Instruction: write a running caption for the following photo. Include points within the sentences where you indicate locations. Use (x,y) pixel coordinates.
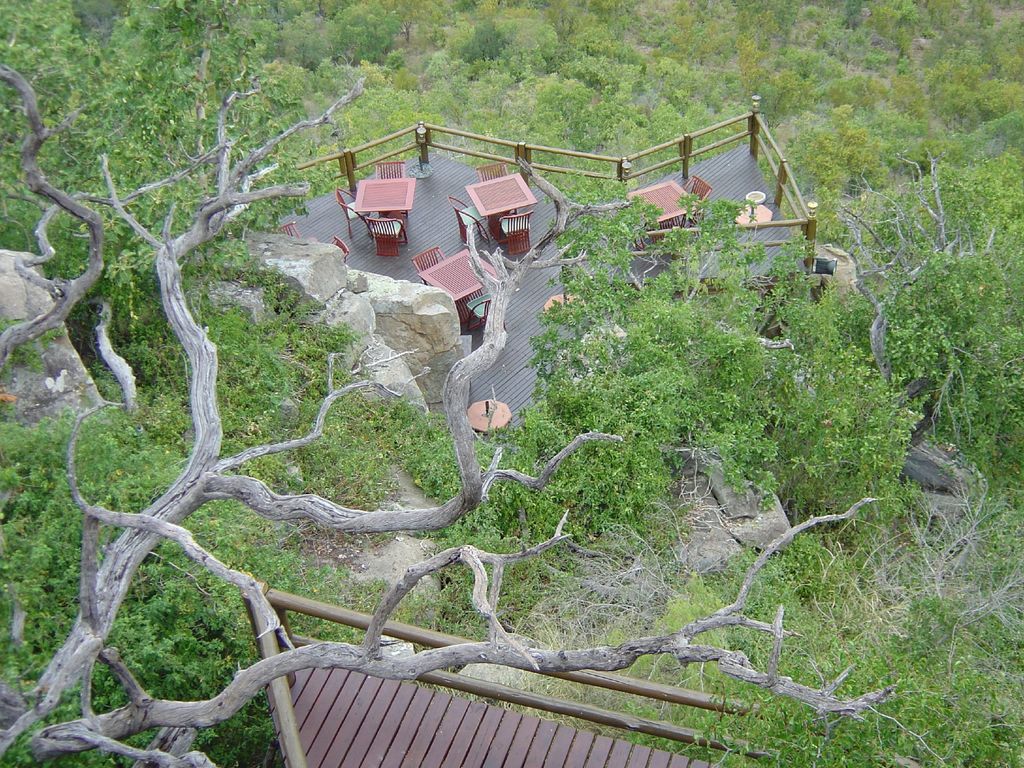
This image consists of many trees (534,268). At the bottom (767,522), there are rocks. And we can see the tables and chairs (472,326) along with railing (293,757). It looks like a restaurant (492,394).
